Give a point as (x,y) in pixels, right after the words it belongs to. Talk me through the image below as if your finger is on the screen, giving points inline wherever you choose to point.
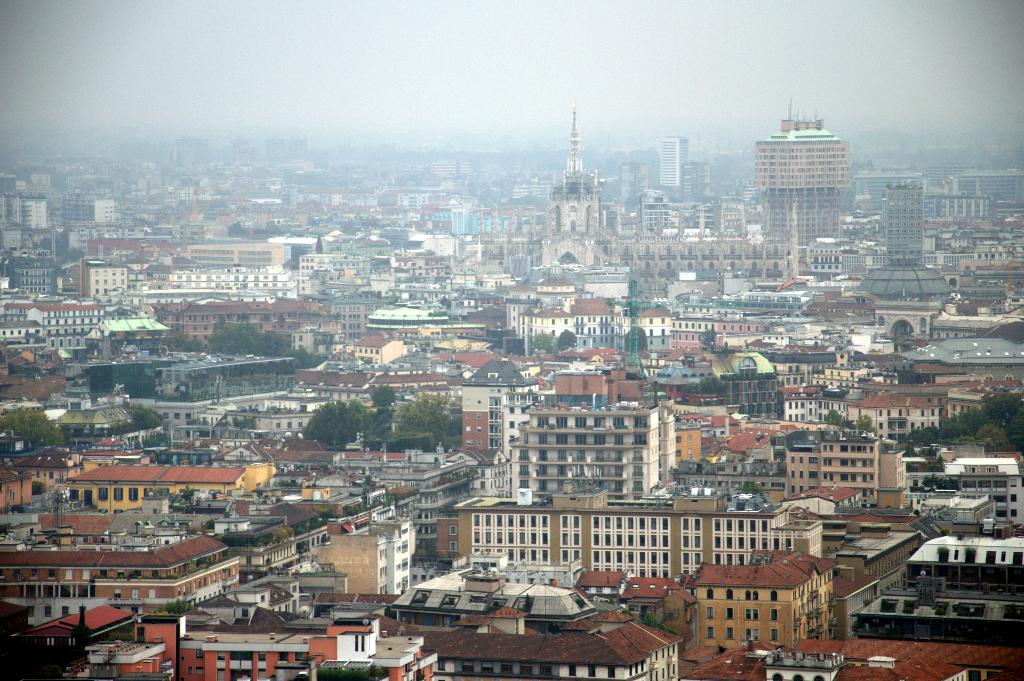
This is the picture of a city (276,400). In this image there are buildings (539,410) and trees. At the top (611,108) there is sky (498,77).
